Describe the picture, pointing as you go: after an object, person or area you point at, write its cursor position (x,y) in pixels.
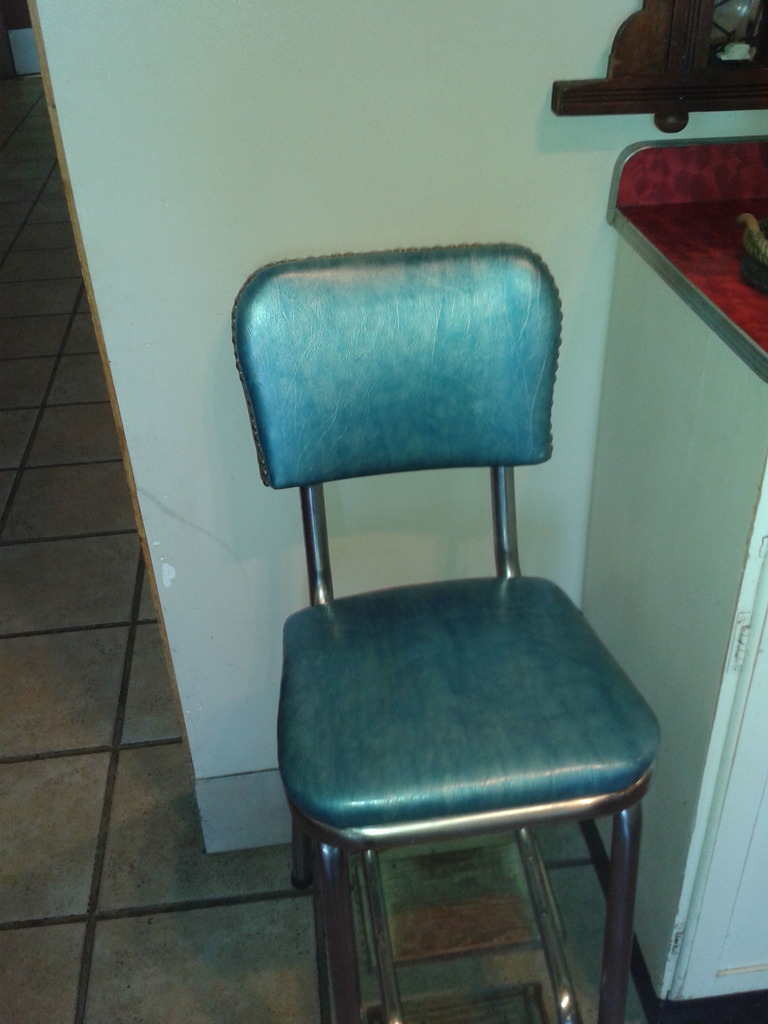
In this image we can see one chair (332,670) near the wall (589,365), one wooden object (673,1) attached to the wall (154,518), one object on the red color surface (707,291) looks like a cupboard (673,341) on the right side of the image (652,301) and one white object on the floor (37,899) at the top left side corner of the image.
